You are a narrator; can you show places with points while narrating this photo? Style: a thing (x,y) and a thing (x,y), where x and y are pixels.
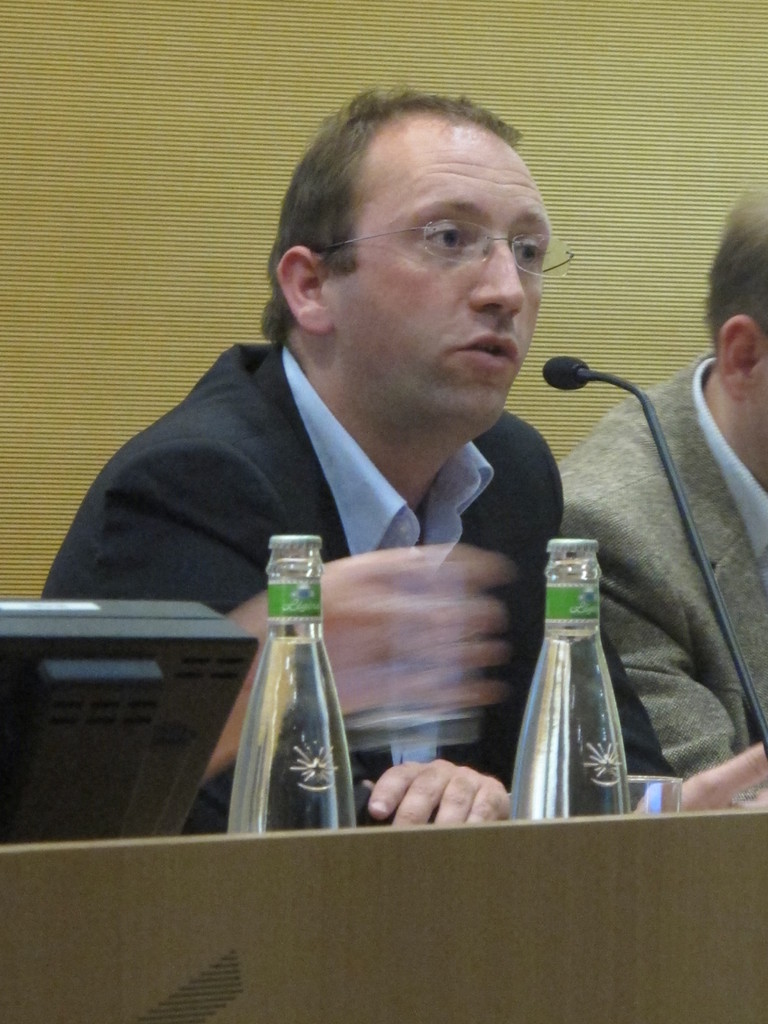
In this picture we can see two persons (617,688). He has spectacles (456,256) and he is in black color suit (220,520). There are two bottles (346,806) and this is the mike (751,693).
